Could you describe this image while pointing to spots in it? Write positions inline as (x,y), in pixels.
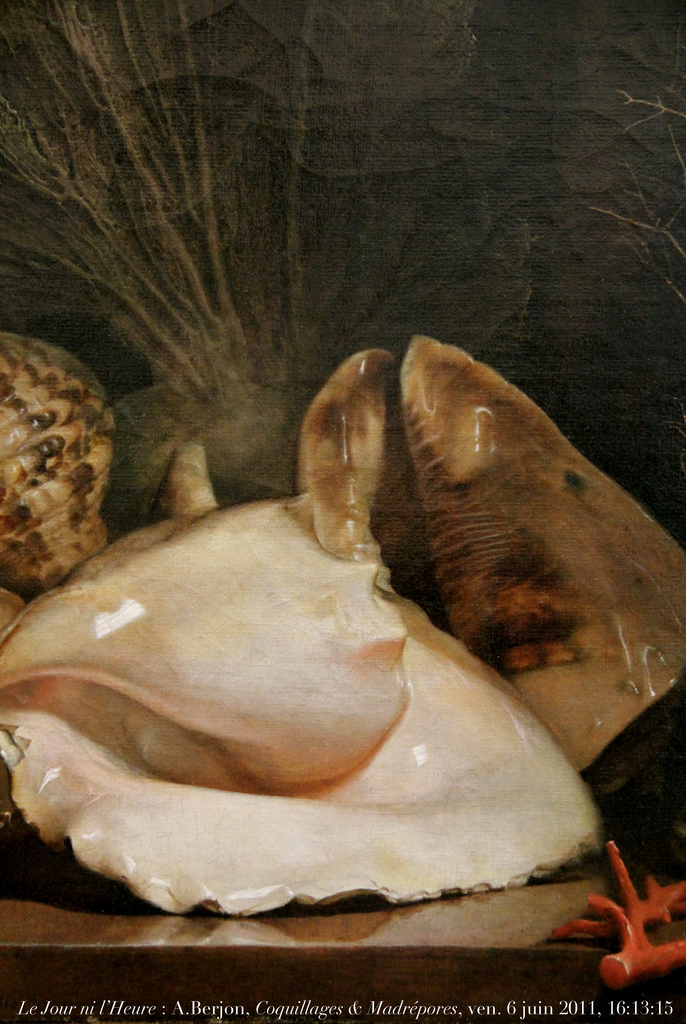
In the center of the image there is a platform (433,993). On the platform (667,933), we can see shells (308,715) and one red color object (593,898). At the bottom of the image (203,1008), we can see some text (194,1003). In the background (446,244) there is a wall (303,291).
